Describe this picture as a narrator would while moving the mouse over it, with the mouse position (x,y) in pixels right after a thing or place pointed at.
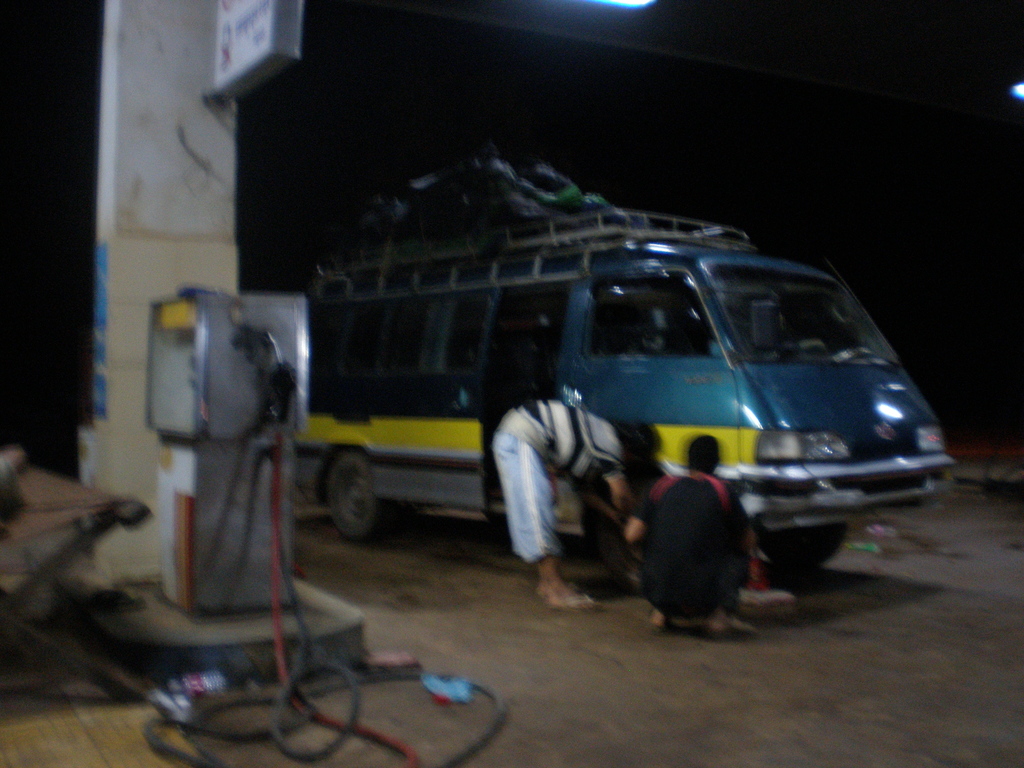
On the left side (205,430), there is a machine (256,455) having a pipe (279,451) on a platform (154,590). Beside this machine (165,490), there is a white color pillar (139,169), on which there is a hoarding (253,68). On the right side (708,472), there are two persons (719,605) on the road (615,638). Beside them, there is a vehicle (787,499). And the background (8,71) is dark in color.
